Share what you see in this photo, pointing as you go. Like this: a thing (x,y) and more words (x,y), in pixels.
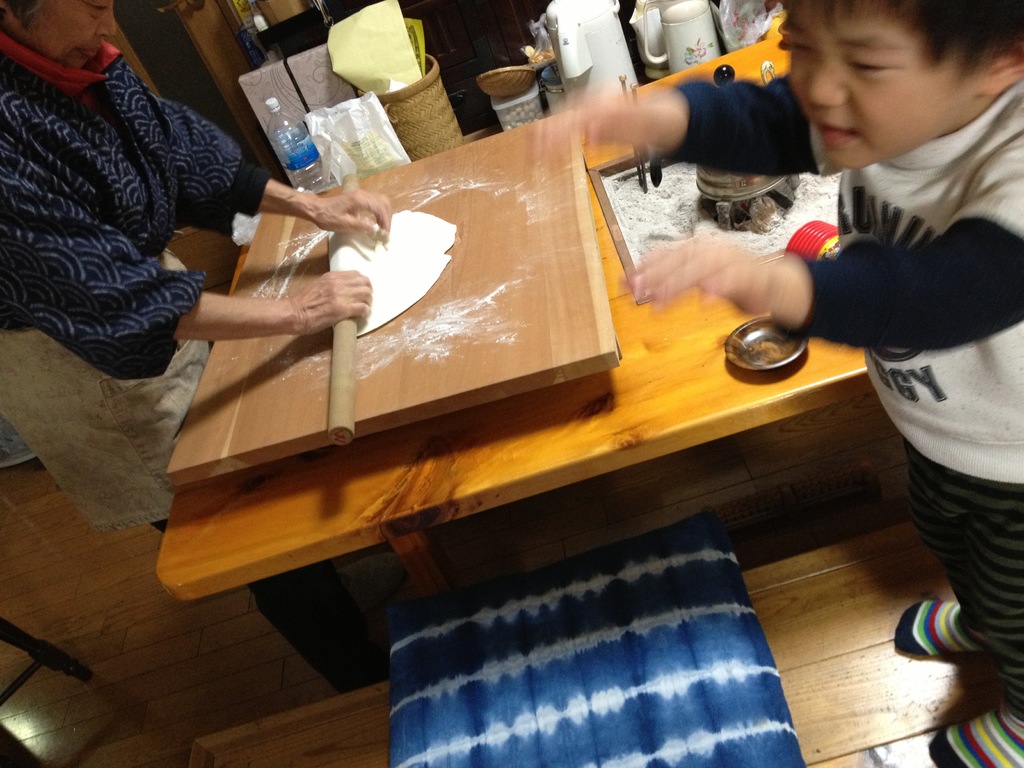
This is a picture taken in a room (218,272), there is a woman (117,379) standing on a floor (114,609). In front of the women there is a table (457,469) on the table (464,440) she is making an food item (376,279) on the table (594,374) there is a bottle (312,156), plate (744,342) on the right side there is a boy (876,345) standing near chair (824,640) on a chair (824,678) there is a pillow (602,680) also.
